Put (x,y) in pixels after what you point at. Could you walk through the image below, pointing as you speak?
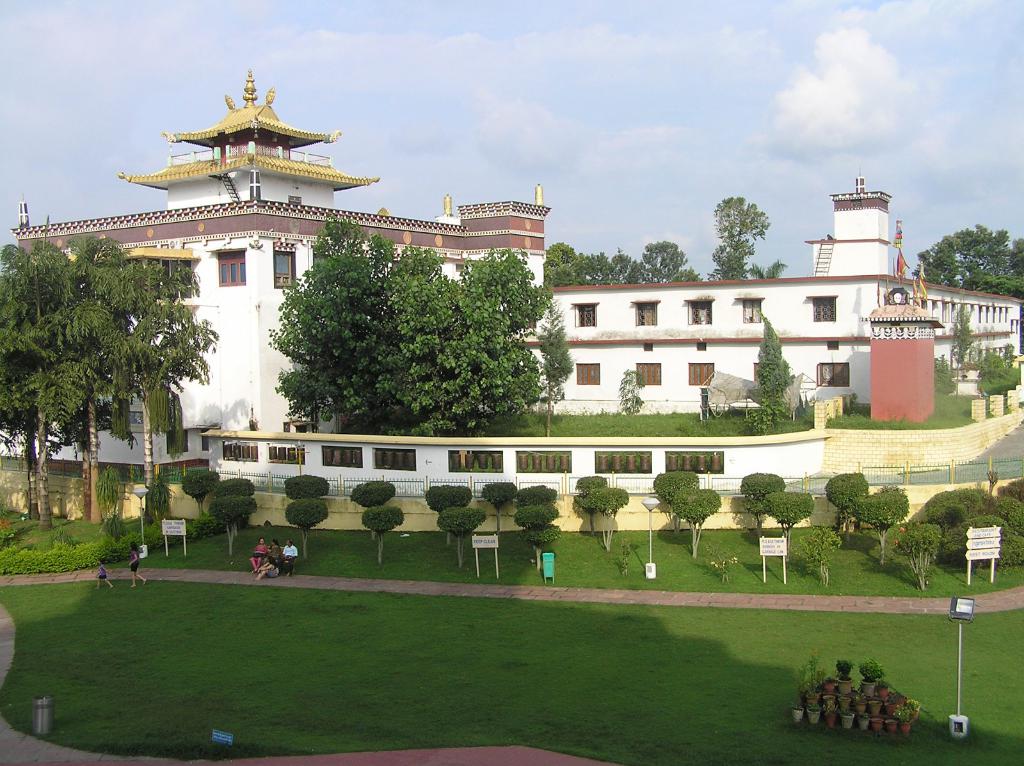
In this image in the center (639,347) there is a building (812,318), and there are some trees (413,364), tower (928,334), flags (903,271), poles (913,287), plants (758,422), trees (765,384) and some objects (733,380) and there is a railing (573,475) and wall (982,443) and some trees (750,499). And at the bottom of the image (488,610) there is grass (586,603) and some people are walking, and also there are some boards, flower pots (874,699), poles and some objects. At the top (75,78) there is sky (475,124).
